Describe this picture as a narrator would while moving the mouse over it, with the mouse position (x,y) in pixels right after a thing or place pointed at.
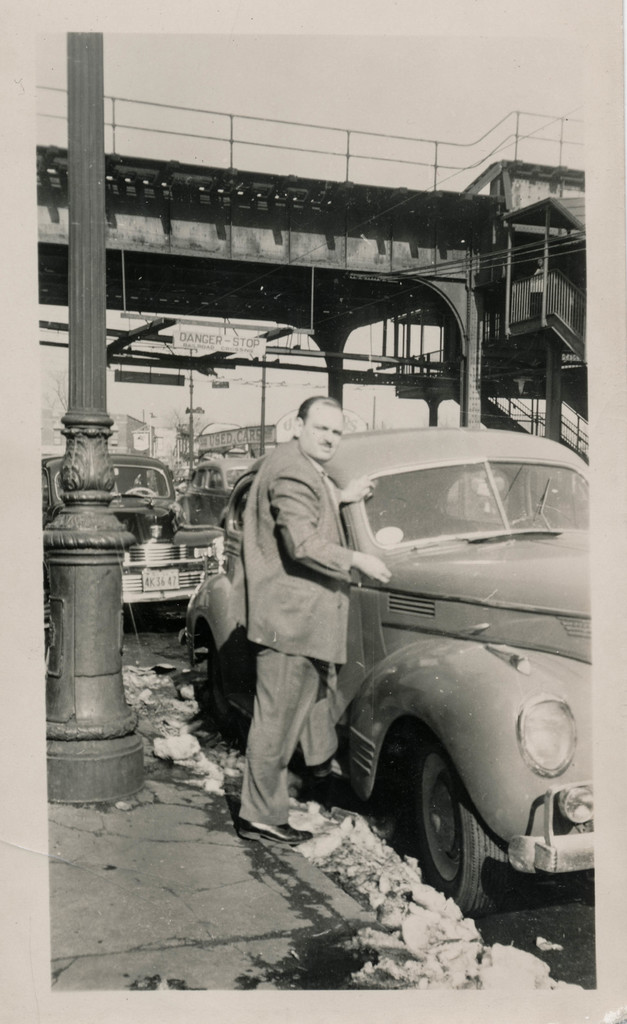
This image is a black and white image. This image is an edited image. This image taken outdoors. At the top of the image (338,103) there is the sky (358,103). At the bottom of the image (335,945) there is a road (195,680) and it is untidy. On the left side of the image (101,400) there is a pillar (75,304). In the background (341,262) there is a bridge (449,333). There are few buildings (255,451). A car (197,493) is parked on the road (186,612). On the right side of the image (439,555) a car (457,560) is parked on the road (512,878). In the middle of the image (255,544) a man (299,603) is standing on the road (527,926).
